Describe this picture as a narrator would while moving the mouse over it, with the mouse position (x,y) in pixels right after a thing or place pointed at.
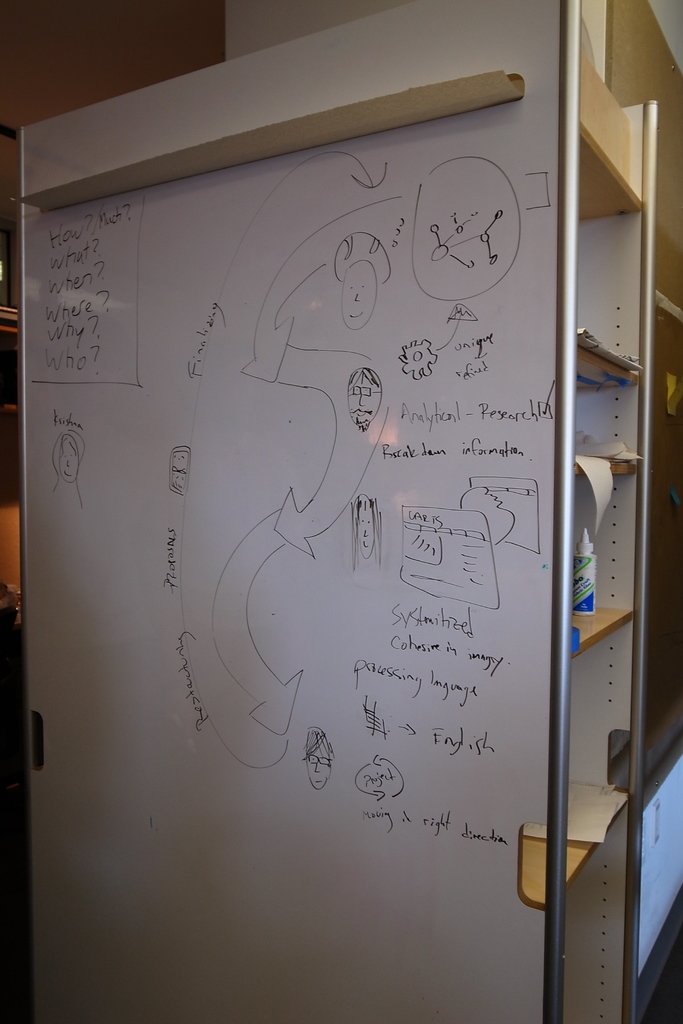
In this image I can see a board (311,694) which is in white color and something written with black color, background (609,112) I can see the wooden racks (610,306).
